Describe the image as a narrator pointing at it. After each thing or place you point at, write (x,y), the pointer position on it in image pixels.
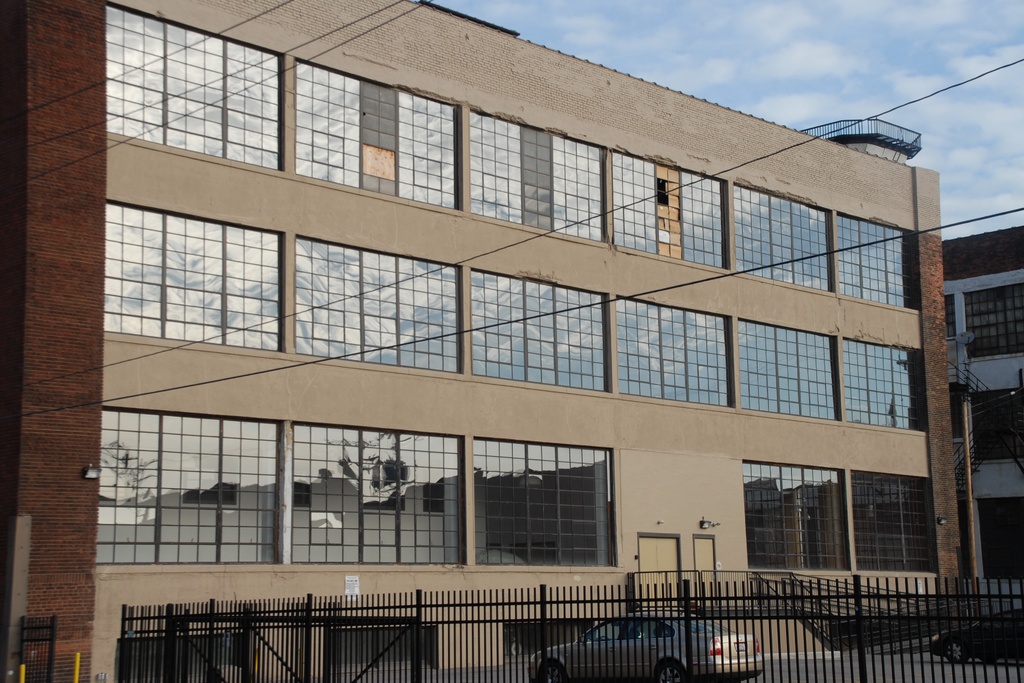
In this image in front (854,610) there is a metal fence (796,616). Behind the metal fence (822,596) there is a car (659,632) on the road (848,664). In the background of the image (811,385) there are buildings (781,248) and sky (834,38). On the left side of the image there are two poles (79,659).
